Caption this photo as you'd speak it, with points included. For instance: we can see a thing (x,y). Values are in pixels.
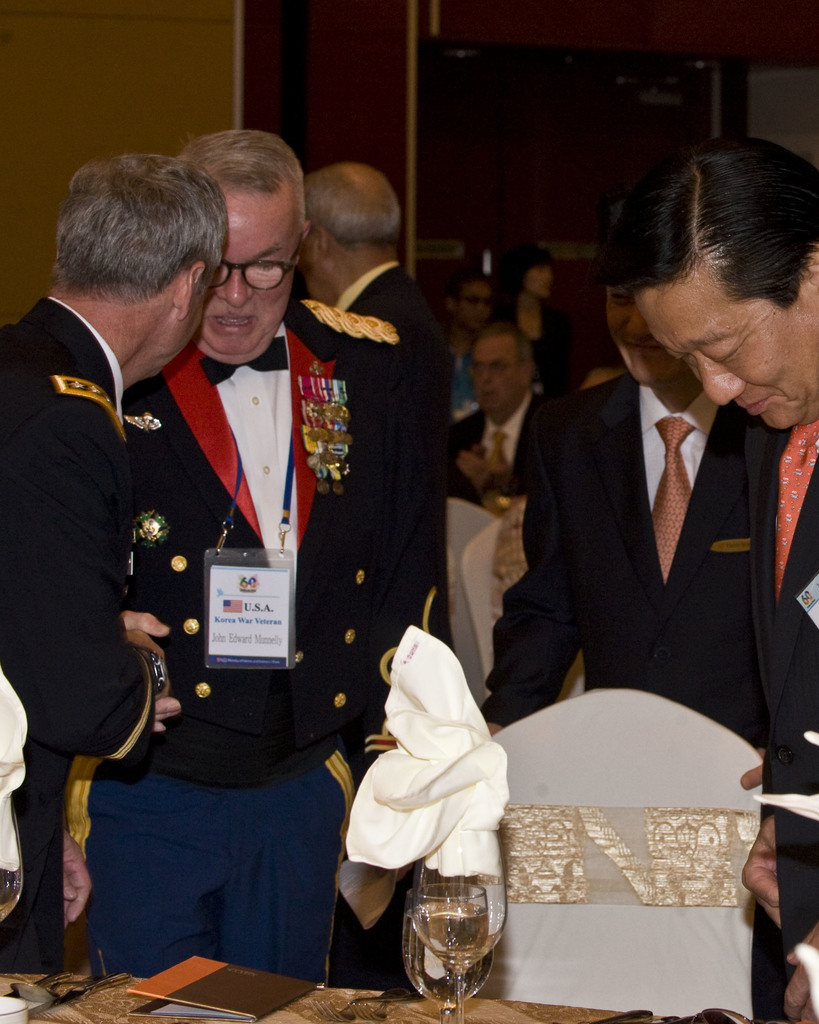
In this image there are a group of people (540,510) some of them are standing and some of them are sitting on chairs (498,582). In the foreground (295,996) there is one table (335,996), on the table (296,1000) there are some books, glasses (418,931) and one cloth (462,754). In the background (449,85) there is a wall (285,110) and some objects (480,128).
